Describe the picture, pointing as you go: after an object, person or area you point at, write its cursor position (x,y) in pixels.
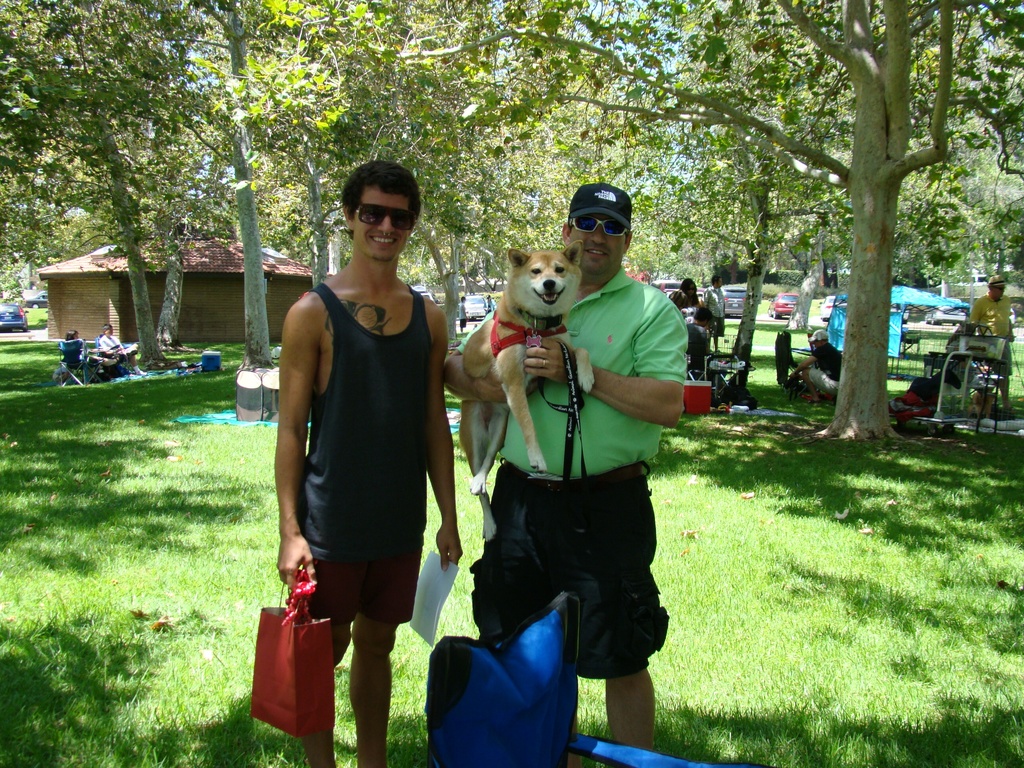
This image is taken in outdoors. There are few people (406,359) in this image. In the left side of the image (7,383) there is a grass (90,555), a car (12,323) and two people (112,358) were sitting on chairs (66,355). In the right side of the image (993,295) a man (985,317) is standing. In the middle of the image (392,325) two men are standing holding their things (293,692) and dog (479,445) in their hands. At the background (585,7) there are many trees (551,195) and a hut (188,281) with roof (205,248).
